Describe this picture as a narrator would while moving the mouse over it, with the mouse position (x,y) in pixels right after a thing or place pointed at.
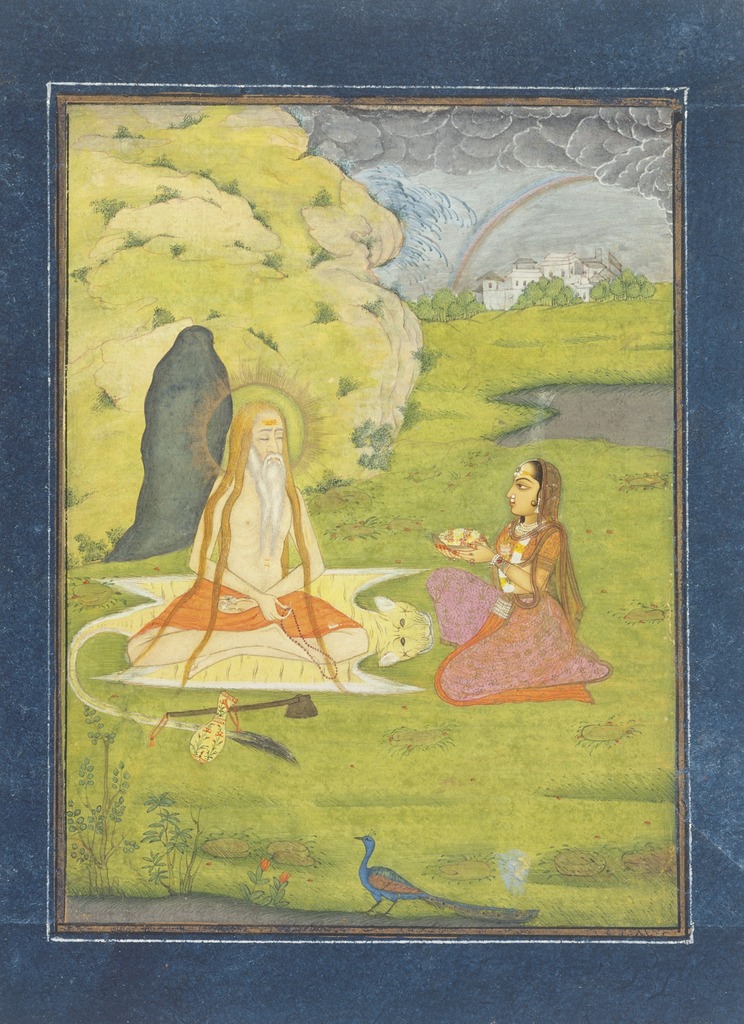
In this picture I can see there is a man (202,635) sitting on the skin of a leopard (260,670) and there is a woman (533,521) sitting beside him and she is offering someone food (454,531) and there are a few plants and a bird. In the backdrop (434,254), there are a few buildings (559,263) and the sky (491,206) is cloudy.
